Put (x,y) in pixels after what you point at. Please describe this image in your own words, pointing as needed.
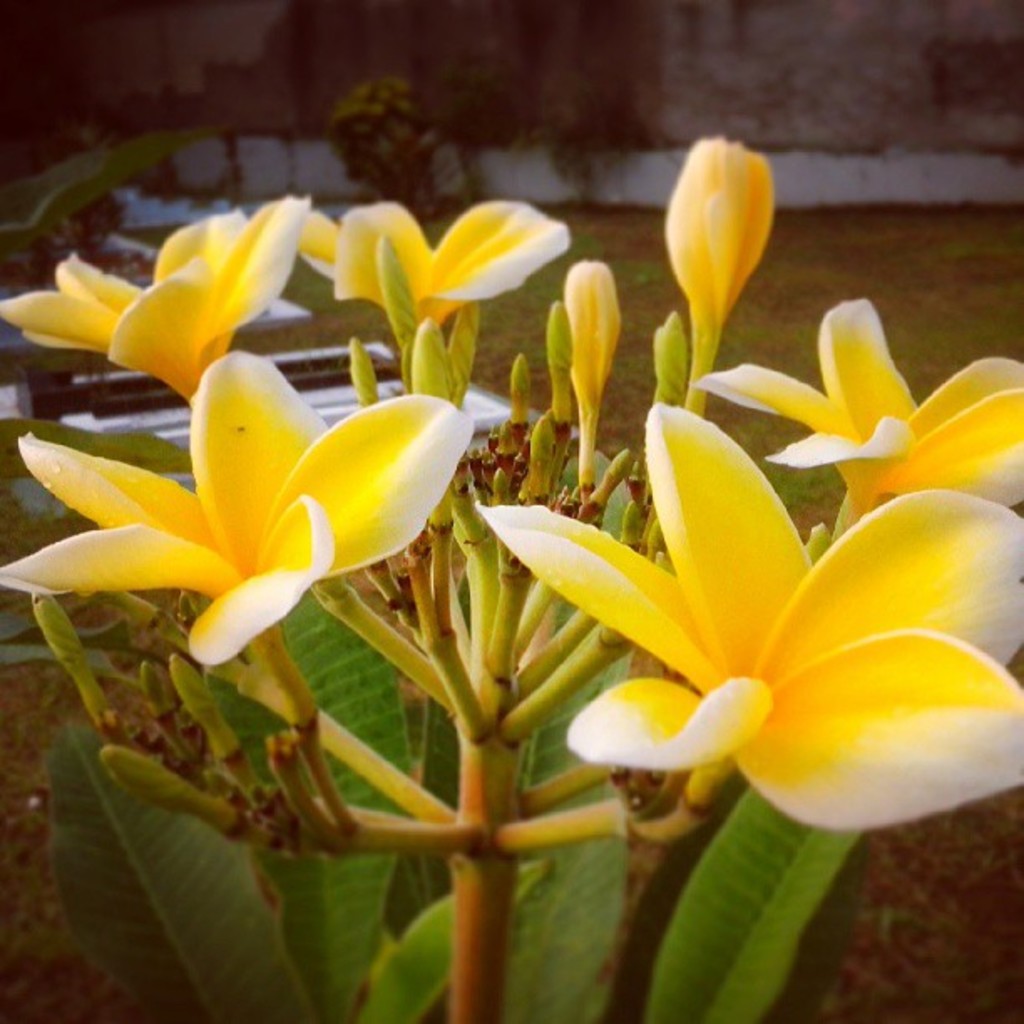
In the center of the image (348,659) there are flowers (110,524) and leaves (182,928). In the background of the image (541,100) there is wall (640,22).
